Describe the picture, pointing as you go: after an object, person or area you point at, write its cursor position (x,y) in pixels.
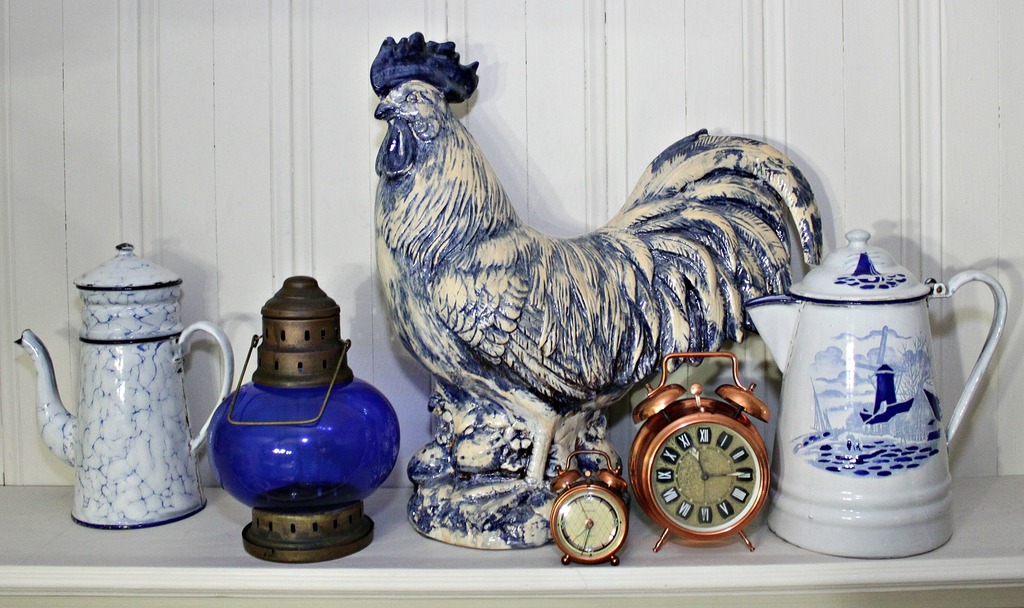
In this picture we can see couple of jugs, lantern (367,402), clocks (723,443) and a sculpture (492,343) of a rooster (470,307).
